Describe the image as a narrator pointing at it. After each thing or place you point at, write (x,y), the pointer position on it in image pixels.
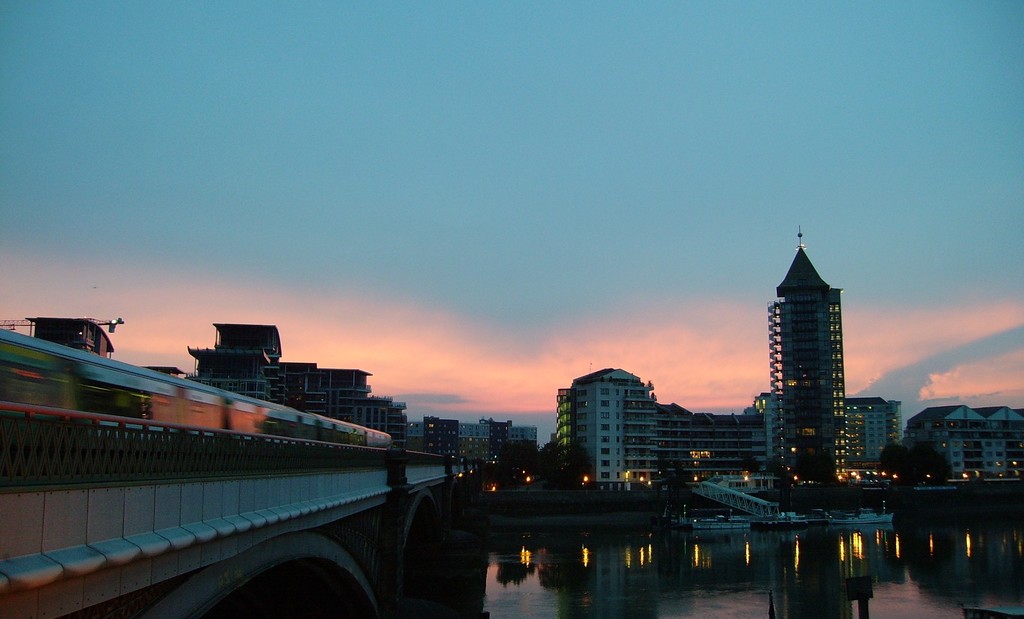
There is water (832,585) of a river (896,570). On the water (980,531), there are white color boats (716,528). On the left side (83,387), there is a train (65,381) on the bridge (361,461). Which is built across the river (990,555). In the background (994,440), there are buildings (752,442), trees (540,459), lights (697,479) and clouds (521,358) in the sky (295,154).
